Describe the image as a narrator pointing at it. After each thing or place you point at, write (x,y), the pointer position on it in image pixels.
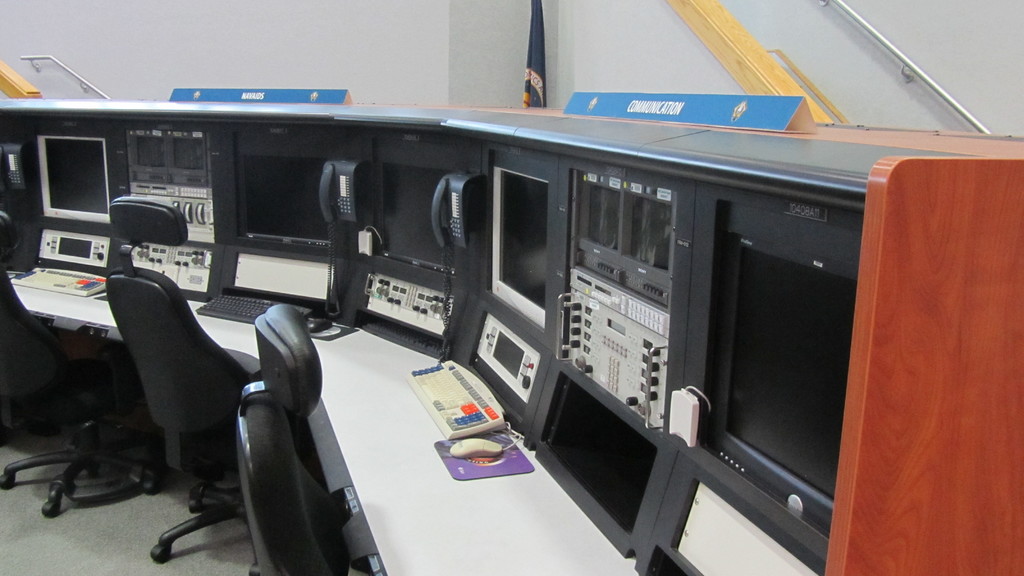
In this image I can see a desk (454,532) which is white in color and on the desk (446,493) I can see a mouse (475,448), a mouse pad (479,459) and few keyboards (426,401) which are black and white in color and I can see few telephones (454,223), few monitors (313,190) and few other electronic equipment (646,283) and I can see few chairs (269,408) in front of the desk (76,307). In the background (515,14) I can see a white colored wall (318,39), a flag (533,20) and few boards (632,95) which are blue in color.
